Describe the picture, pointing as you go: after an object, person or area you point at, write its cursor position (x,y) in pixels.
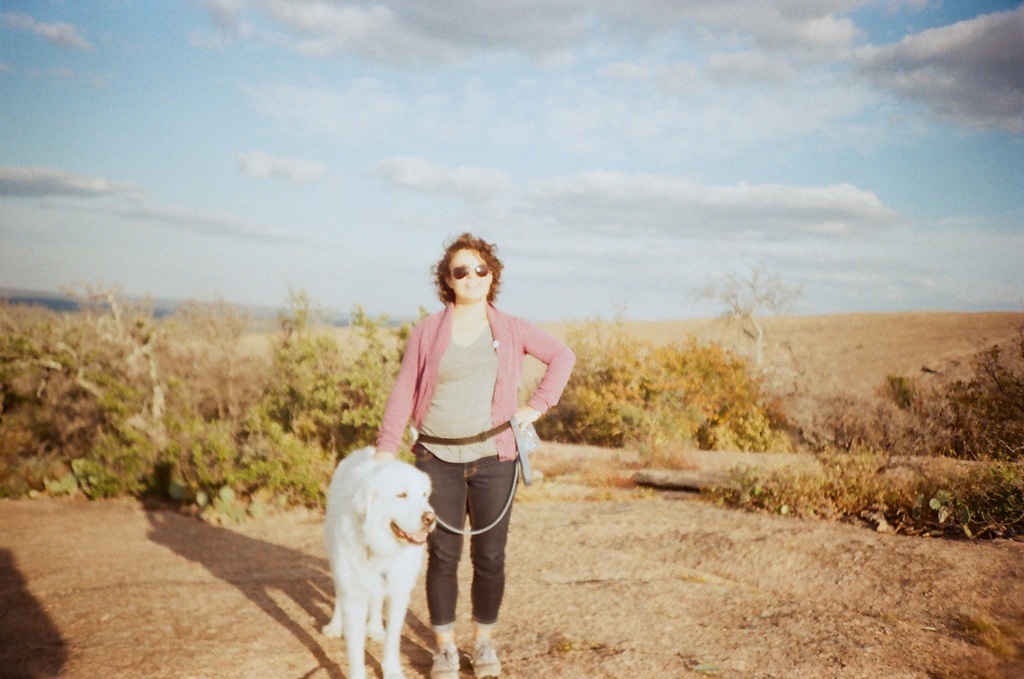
In this image i can see a woman (470,403) standing and holding the dogs belt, at the back ground (600,357) i can see a tree (654,367) and a sky (569,232).
